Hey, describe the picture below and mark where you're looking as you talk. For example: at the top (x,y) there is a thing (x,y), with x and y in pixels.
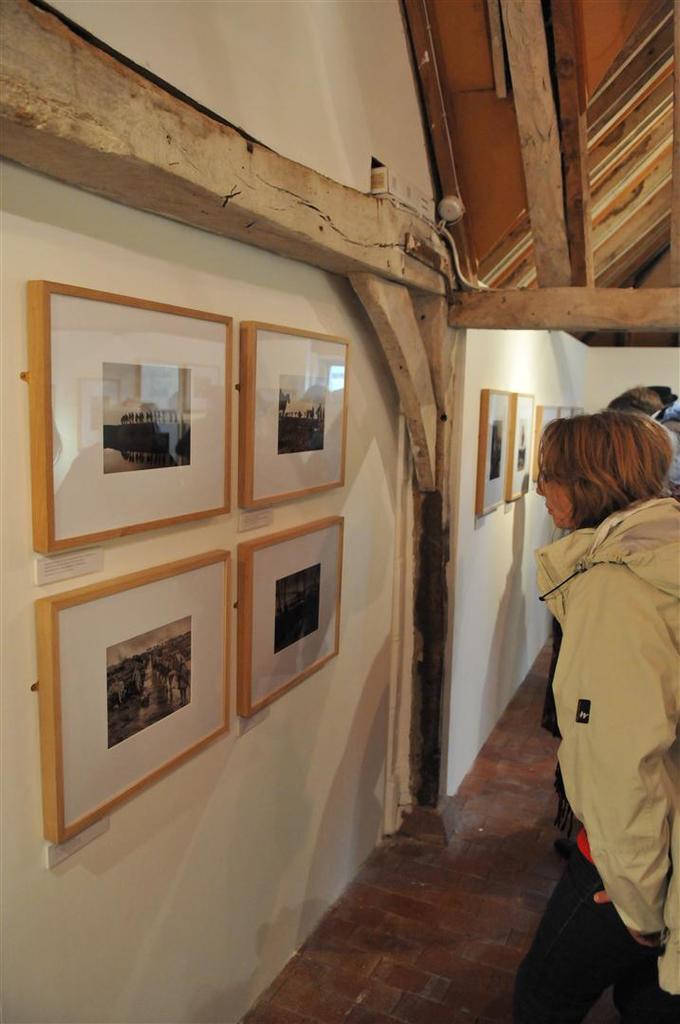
In this image I can see people (627,962) standing on the right (656,937) and there are photo frames (305,547) on the walls (7,695), on the left (81,664).
